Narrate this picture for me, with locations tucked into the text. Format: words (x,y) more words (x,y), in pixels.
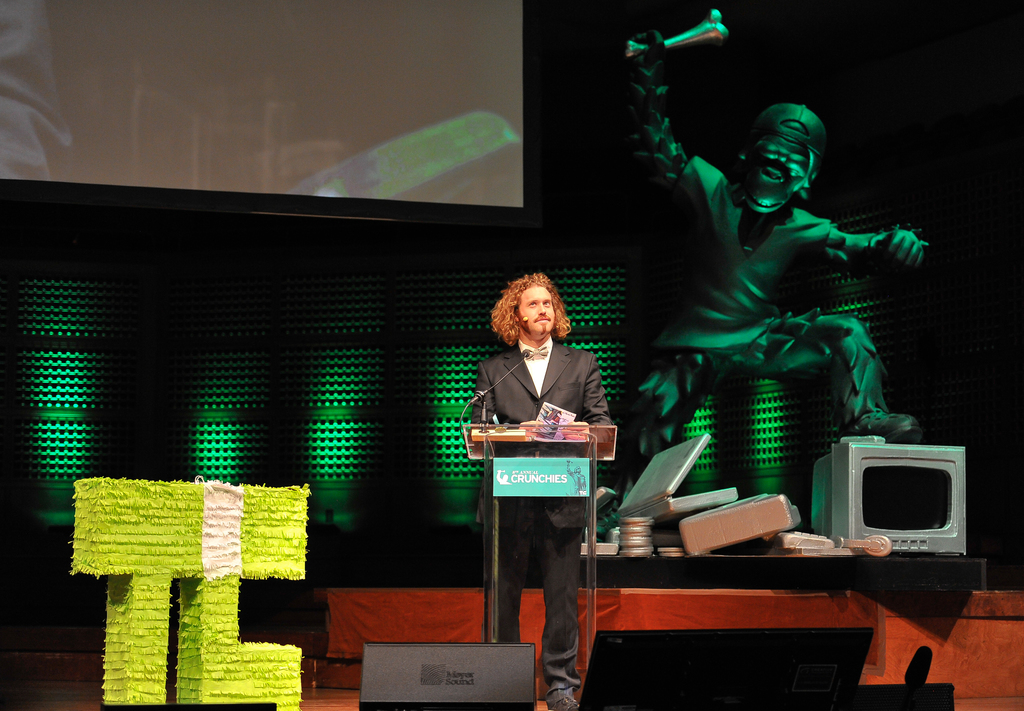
In this image, we can see a person (537,382) standing behind the glass podium (545,451) with a board (560,474). In-front of him, there is a microphone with wire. At the bottom of the image (840,673), we can see black objects (600,699) and show piece (187,686). In the background (958,321), we can see the screen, inflatable statue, dark view and show pieces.
